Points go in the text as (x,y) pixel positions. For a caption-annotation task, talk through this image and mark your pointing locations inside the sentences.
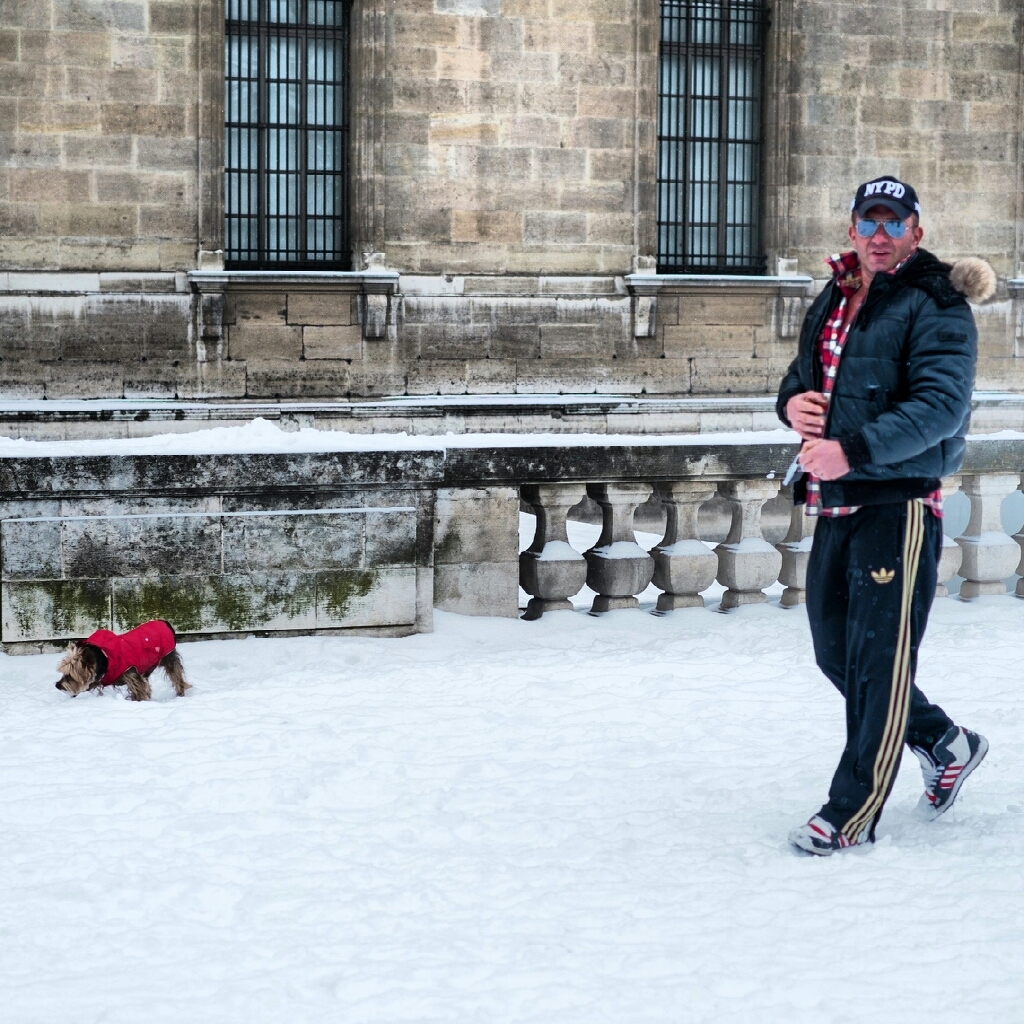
This picture is clicked outside. On the right (866,295) there is a person (876,378) wearing black color jacket (901,363), cap (881,197), goggles (872,233) and walking on the ground (358,907). The ground (299,763) is covered with a lot of snow (566,707) and we can see an object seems to be an animal (101,693) and we can see the fence (622,472). In the background (308,94) we can see the building (338,104) and we can see the windows (338,104) of the building (542,117).
